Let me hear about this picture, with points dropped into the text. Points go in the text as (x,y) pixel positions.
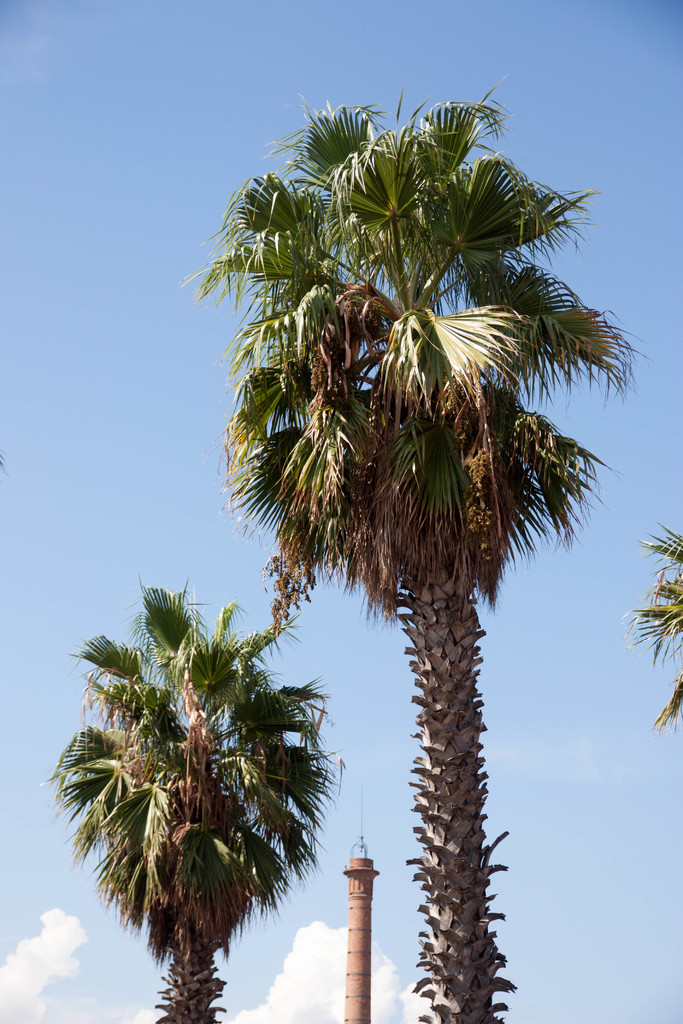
In the front of the image (543,293) I can see trees (354,544) and tower (364,868). In the background of the image (394,880) I can see blue sky (51,344) and clouds (315,984).
